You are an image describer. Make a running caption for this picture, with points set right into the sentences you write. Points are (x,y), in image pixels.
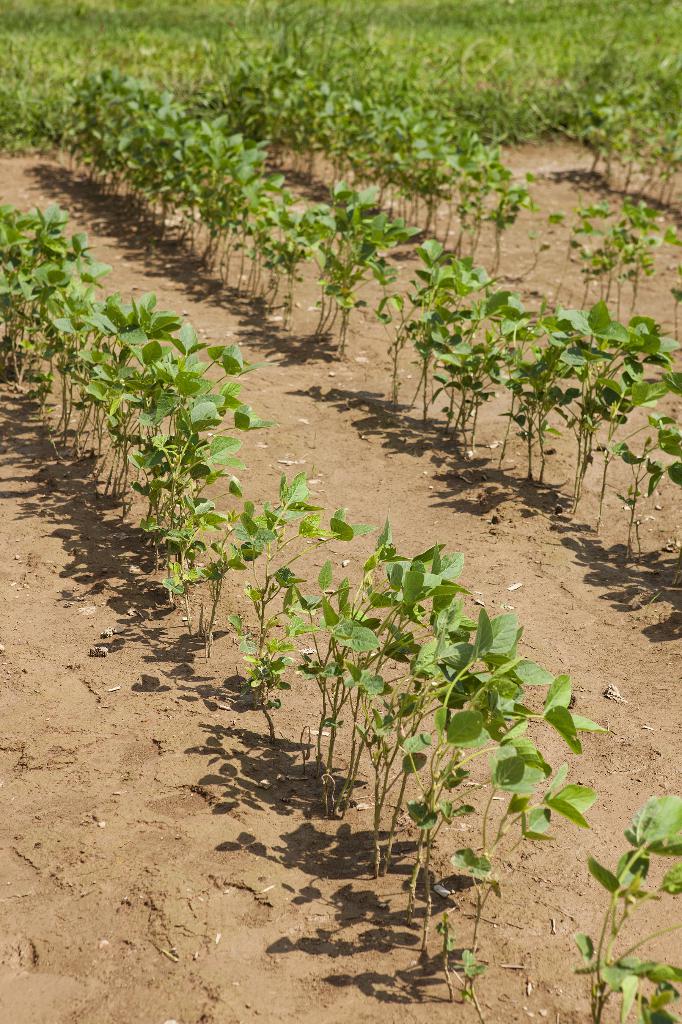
In this image, I think these are the plants (148,149) with the leaves (153,142). These leaves (229,448) are green in color.
